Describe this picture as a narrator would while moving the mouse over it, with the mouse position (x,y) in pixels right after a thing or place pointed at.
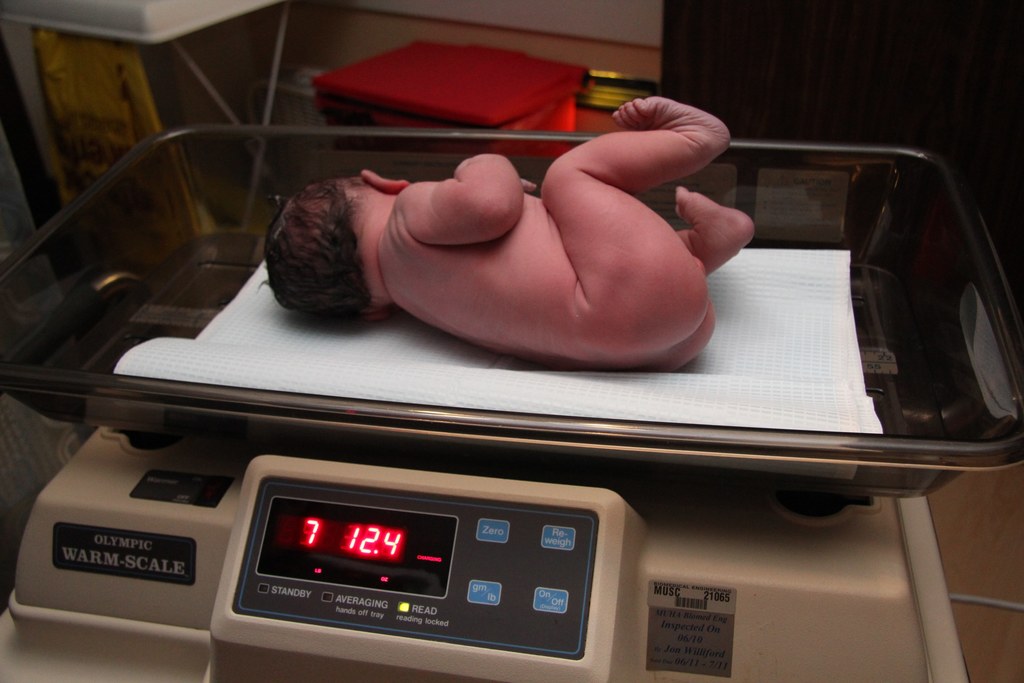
In this image I can see a baby (606,143) is lying in a measuring tray (943,484) on a machine (408,606). In the background (219,33) I can see a table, wall (317,56) and a curtain (704,51). This image is taken may be in a room (853,623).
